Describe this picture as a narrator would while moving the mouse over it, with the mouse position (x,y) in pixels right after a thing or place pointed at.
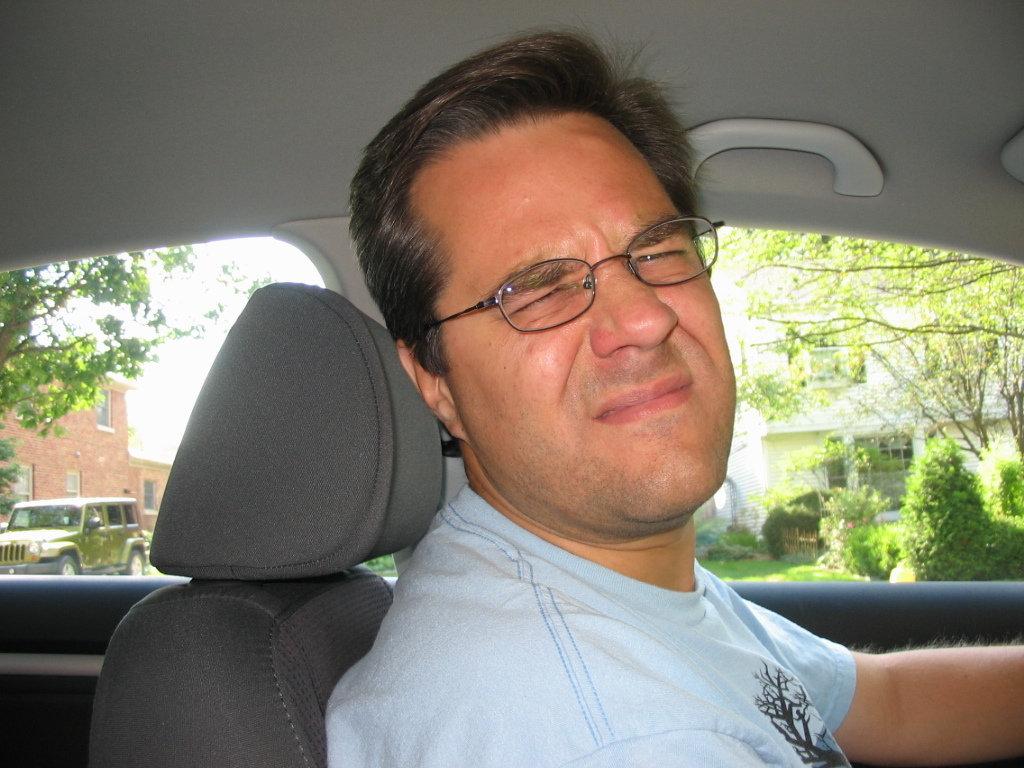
A man (577,258) is sitting in his car (331,603) and posing to camera with an irritating expression.
